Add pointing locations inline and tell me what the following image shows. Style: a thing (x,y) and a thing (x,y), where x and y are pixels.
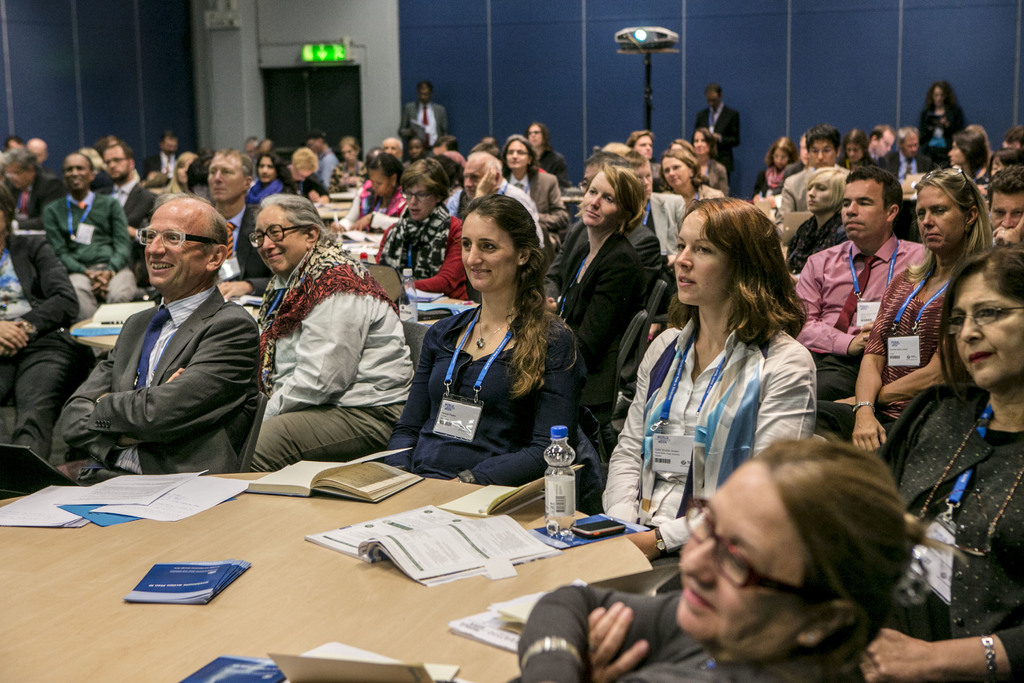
In this image there are group of persons (164,259) sitting. In the center (398,452) there is a table (245,613), on the table (251,601) there are books (446,545) and there is a bottle (565,501). The woman (495,407) in the center (481,403) is sitting and smiling. On the left side (189,409) there is a man (178,419) sitting and smiling. In the background (648,45) there is a projector stand (645,59) and the persons (712,105) in the background (712,105) are standing.
